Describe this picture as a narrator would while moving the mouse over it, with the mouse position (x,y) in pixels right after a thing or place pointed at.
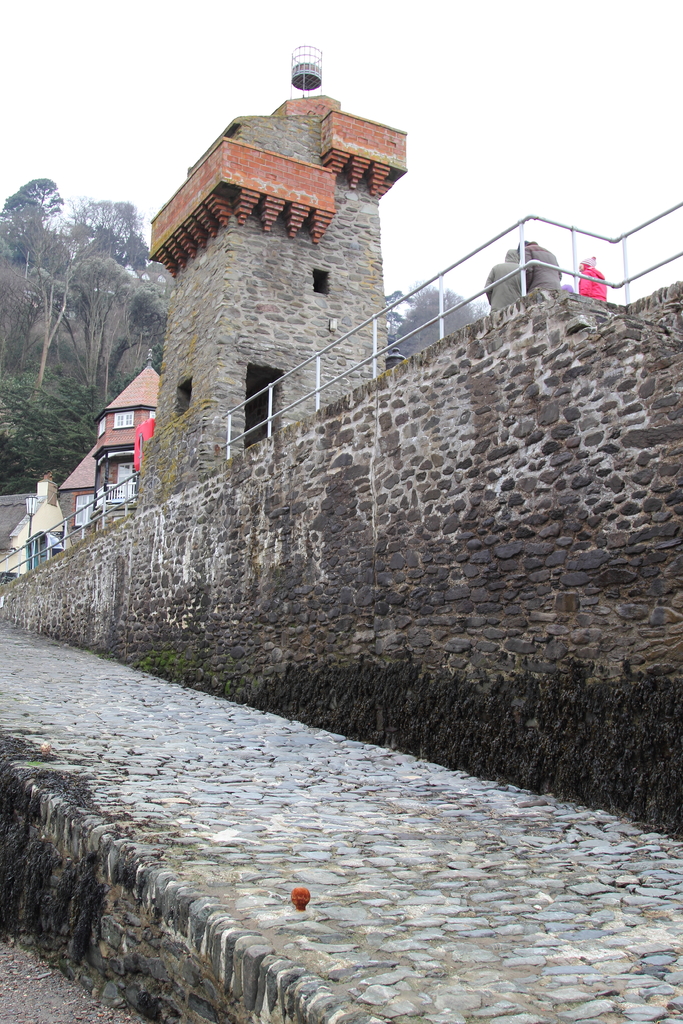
In the image there are homes (125,448) behind the wall (555,296) with some persons (527,252) standing on the right side (550,280) in front of the fence (504,278), in the front (433,965) it seems to be a road (405,947) and in the back (88,348) there are trees (92,303) and above its sky (469,50).
